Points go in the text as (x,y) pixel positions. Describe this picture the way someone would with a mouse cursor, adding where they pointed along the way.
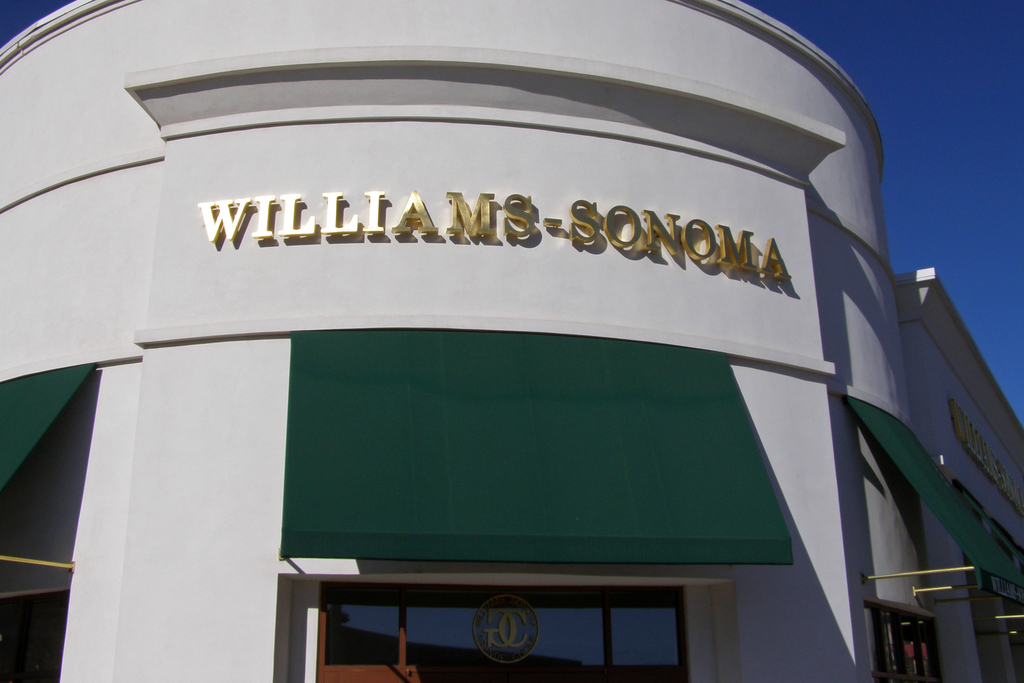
In this picture, we see a building (159,279) in white and green color. At the bottom (495,630), we see a window (495,630). On the right side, we see the windows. In the middle of the picture (681,242), we see some text (215,225) written as "WILLIAMS SONOMA". In the right top (953,42), we see the sky (930,123), which is blue in color.
